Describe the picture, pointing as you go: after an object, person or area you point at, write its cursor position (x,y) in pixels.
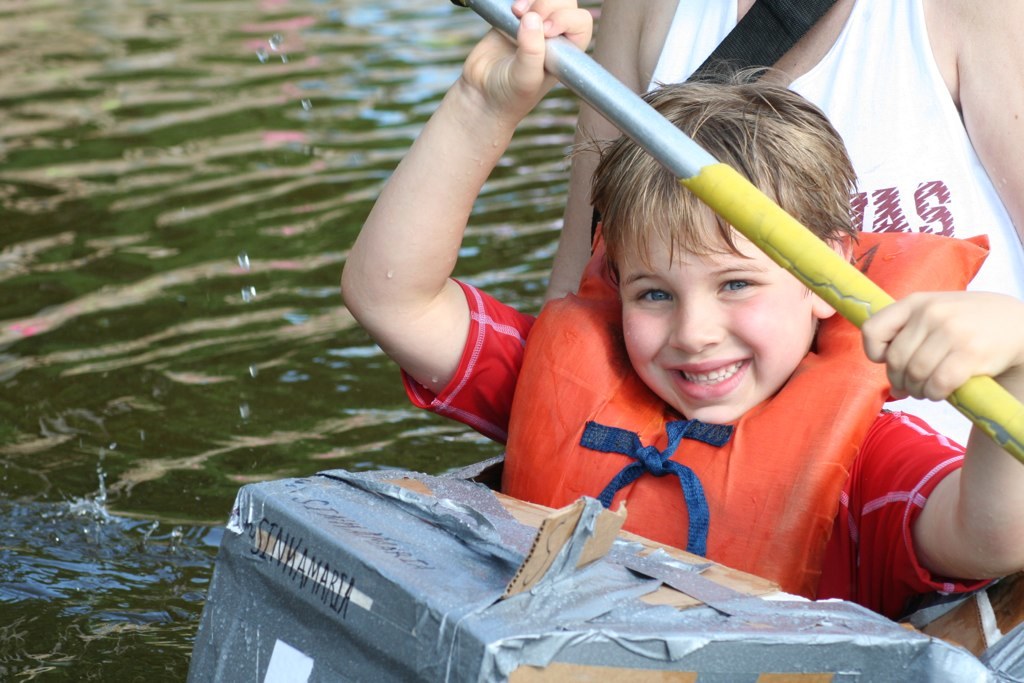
On the right side of the image (1022,92) we can see a person (932,103) is wearing a belt (755,36) and a boy (742,447) is wearing a jacket (748,429) and holding a rod (586,65), in-front of him a box (534,613) is there. In the background of the image (223,340) we can see the water (352,421).
